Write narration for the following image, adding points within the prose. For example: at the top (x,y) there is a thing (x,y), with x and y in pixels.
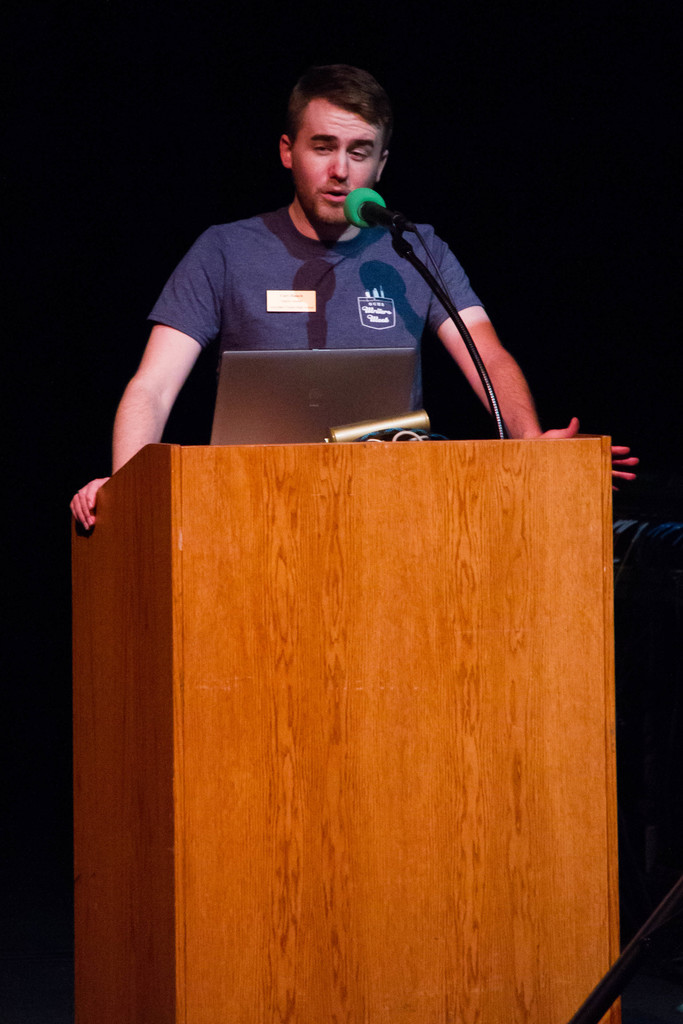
In this picture we can see a man (299,135) is standing behind the podium (252,556) and on the podium (282,523) there is a laptop (342,372) and a microphone (372,195). Behind the man (280,230) there is a dark background (77,341).
